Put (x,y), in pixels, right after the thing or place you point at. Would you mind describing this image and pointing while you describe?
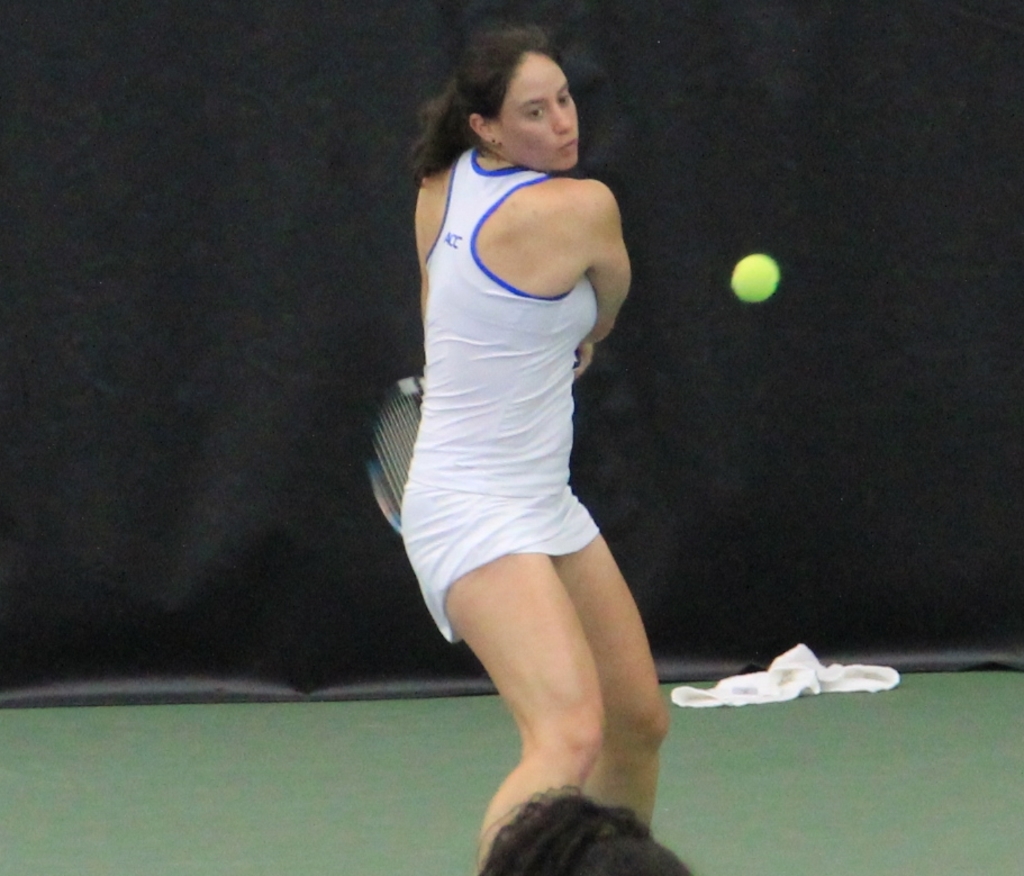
Here we can see a woman (566,347) is standing on the ground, and holding the racket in her hands (585,345), and playing with the ball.
